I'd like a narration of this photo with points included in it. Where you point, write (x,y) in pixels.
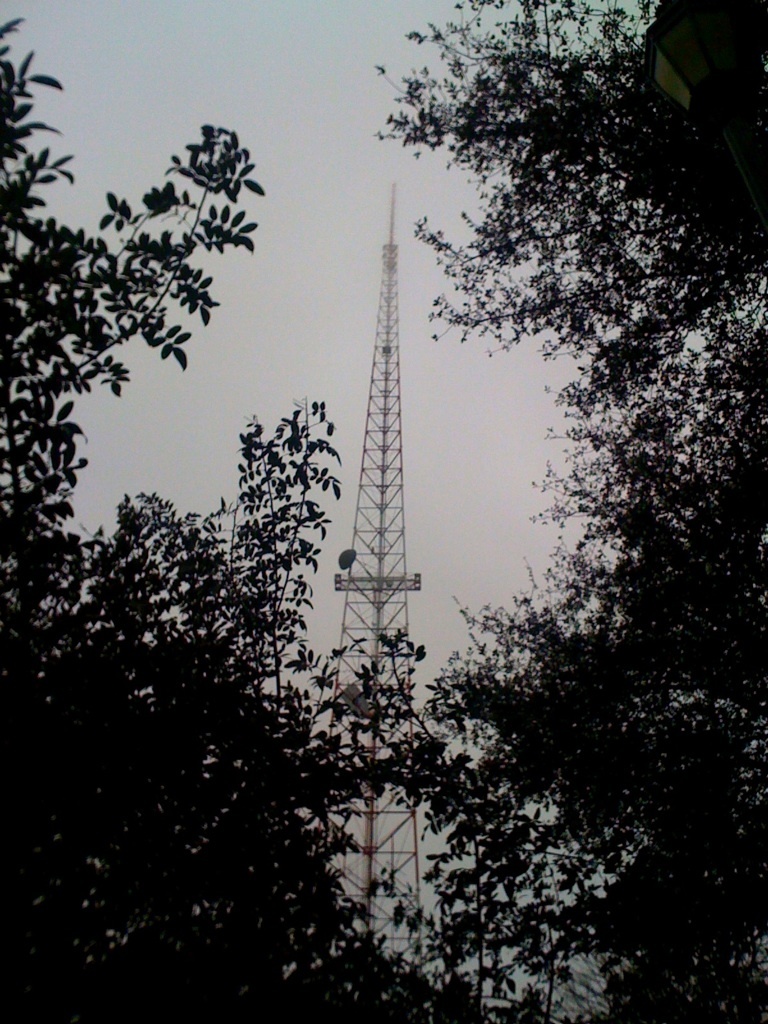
In this picture there are trees (707,732) and there is a tower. At the top (336,110) there is sky (318,76). At the top right (734,110) there is a street light (744,5).
